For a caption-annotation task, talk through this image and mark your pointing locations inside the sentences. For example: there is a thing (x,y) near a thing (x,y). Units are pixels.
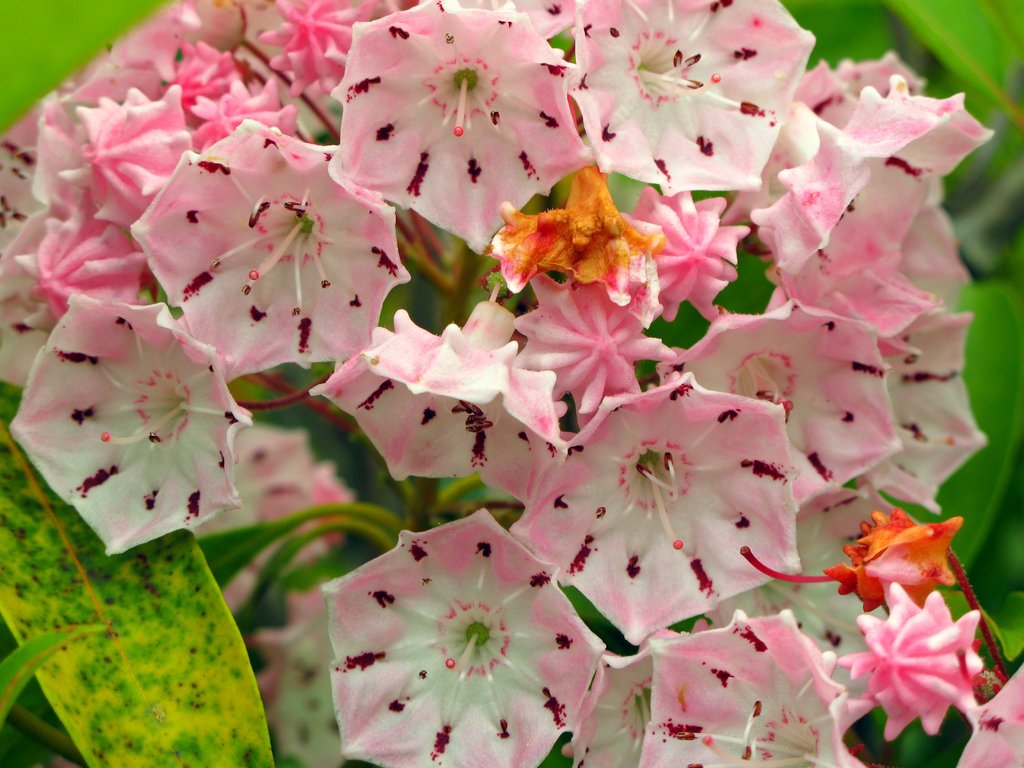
In this image I can see few flowers (468,632) which are pink, cream, yellow and red in color to a plant (1014,286) which is green and yellow in color.
